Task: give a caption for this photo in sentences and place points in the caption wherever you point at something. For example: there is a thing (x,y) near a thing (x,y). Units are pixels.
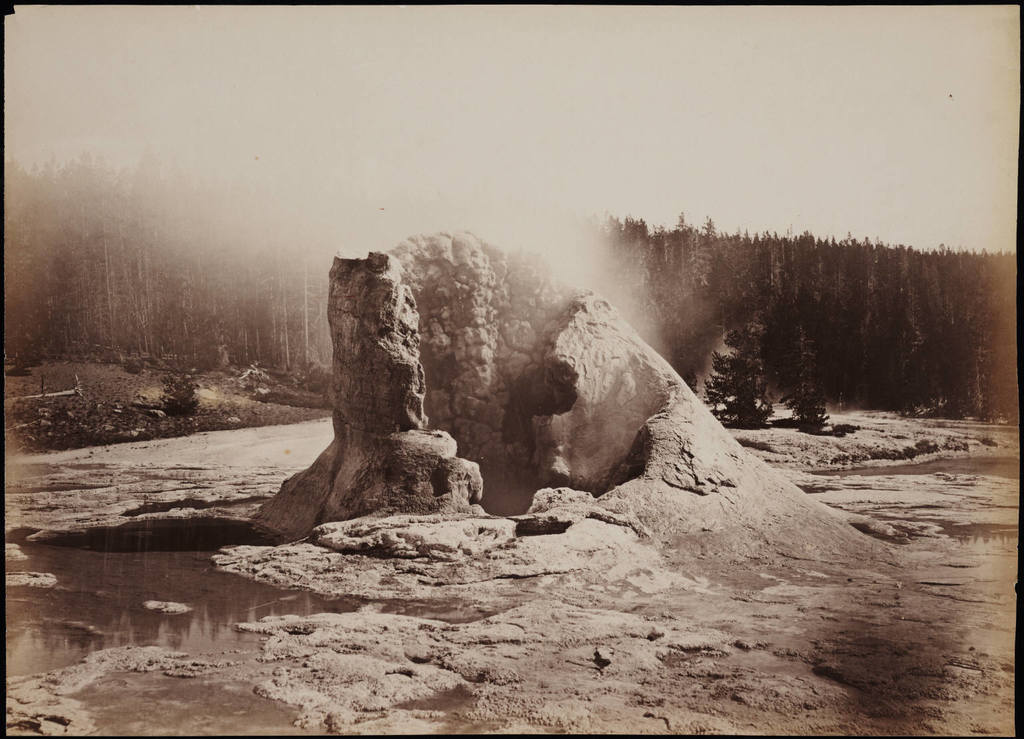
This is a black and white image. In this image, in the middle (558,466), we can see a rock (286,495). In the background (271,299), we can see some trees (931,328) and white color smoke (338,240). At the top (415,165), we can see a sky (459,51), at the bottom (231,589), we can see water (196,624) and few stones (761,707).
